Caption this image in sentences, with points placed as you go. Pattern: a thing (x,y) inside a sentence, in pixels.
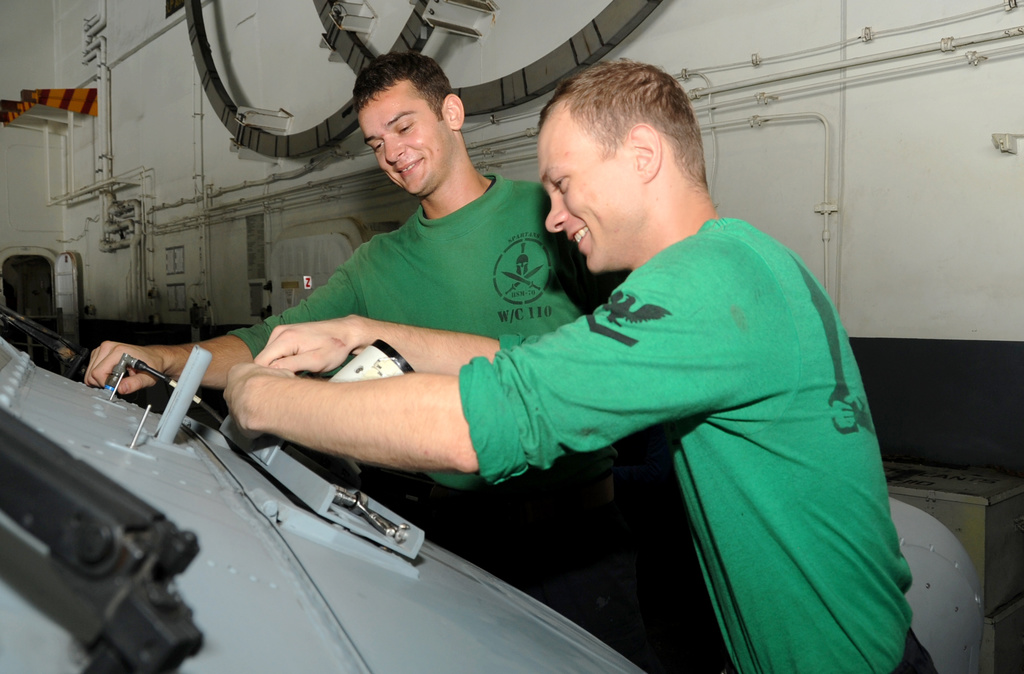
In the center of the image (622,423) there are two persons (606,431) wearing green color t-shirt (558,322). In front of them there is a machine (446,673). In the background of the image (78,197) there are pipes (104,139).
